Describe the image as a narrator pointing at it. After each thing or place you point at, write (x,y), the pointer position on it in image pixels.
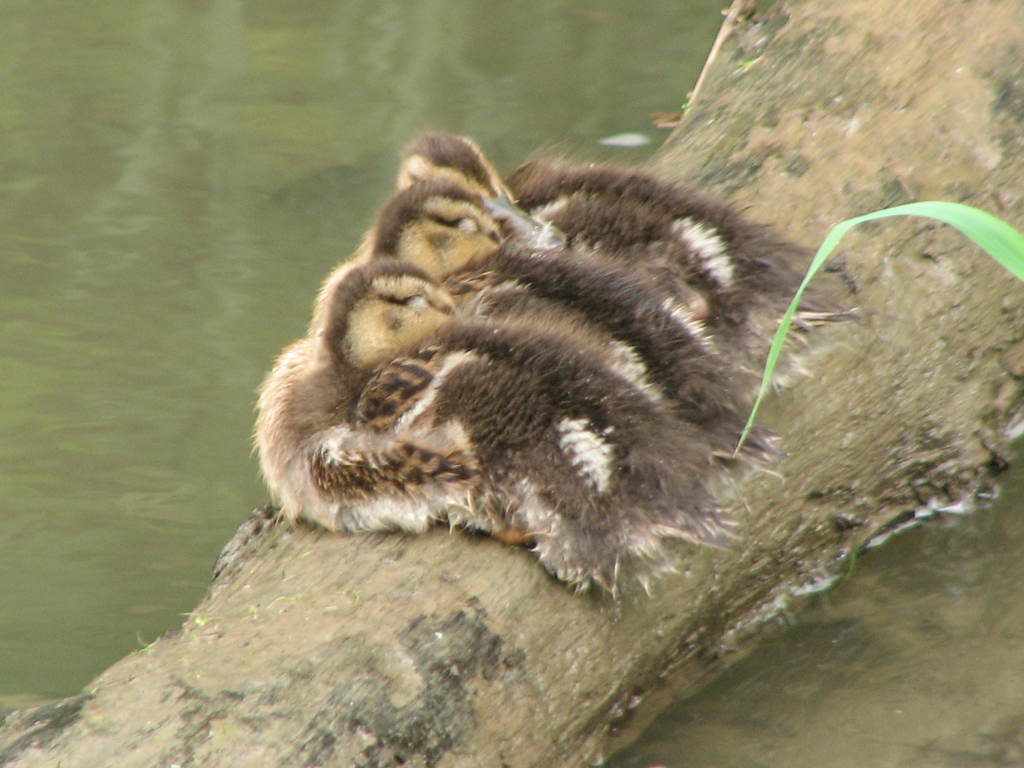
In this picture we can see birds (445,448) on the wooden platform (744,175). We can see water (212,159) and leaf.
